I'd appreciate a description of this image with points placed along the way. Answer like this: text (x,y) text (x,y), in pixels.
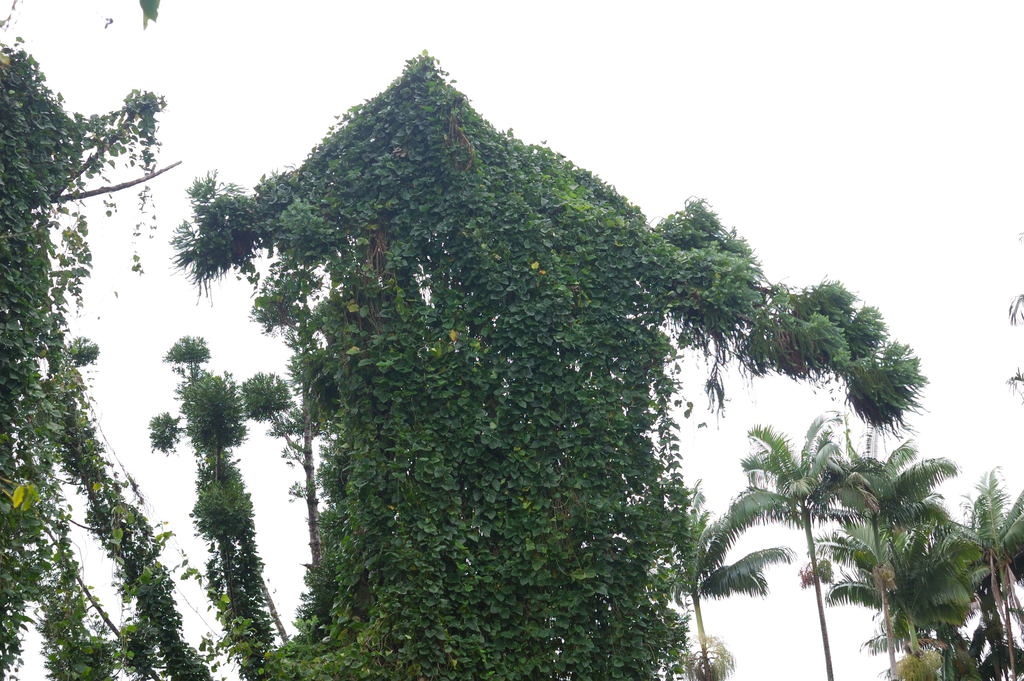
We can see there are some trees (560,483) at the bottom of this image (559,468), and there is a sky (170,343) in the background (655,159).
